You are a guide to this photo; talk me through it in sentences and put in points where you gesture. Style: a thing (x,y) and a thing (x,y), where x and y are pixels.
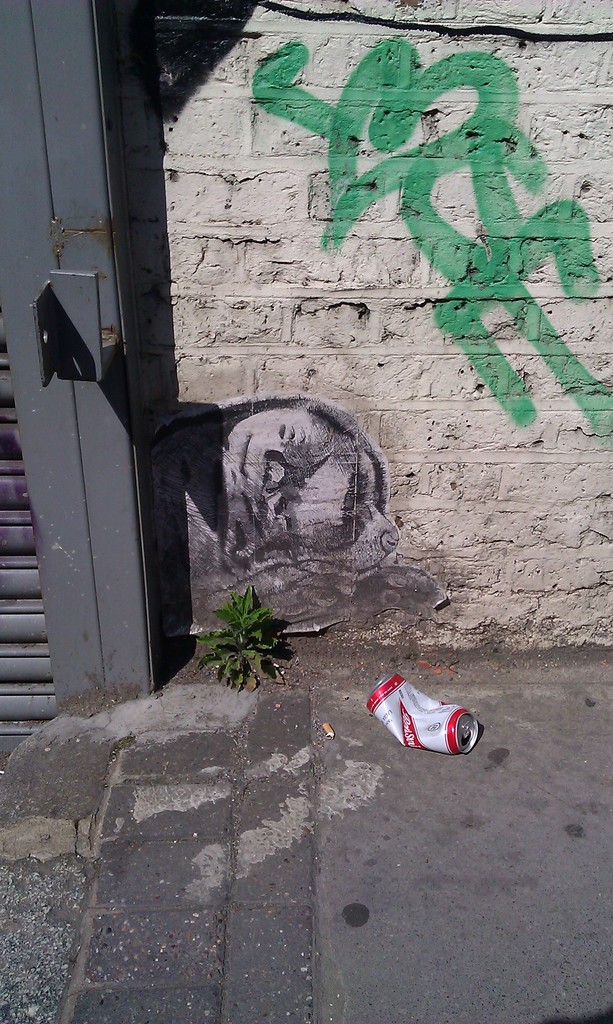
In this image I can see a tin (450,727) which is in red and white color on the road (452,703). Back I can see a wall (287,290) and face sticker (272,477) is attached to it. I can see a green color painting (423,202) on it. We can see a ash color shutter (32,544).
